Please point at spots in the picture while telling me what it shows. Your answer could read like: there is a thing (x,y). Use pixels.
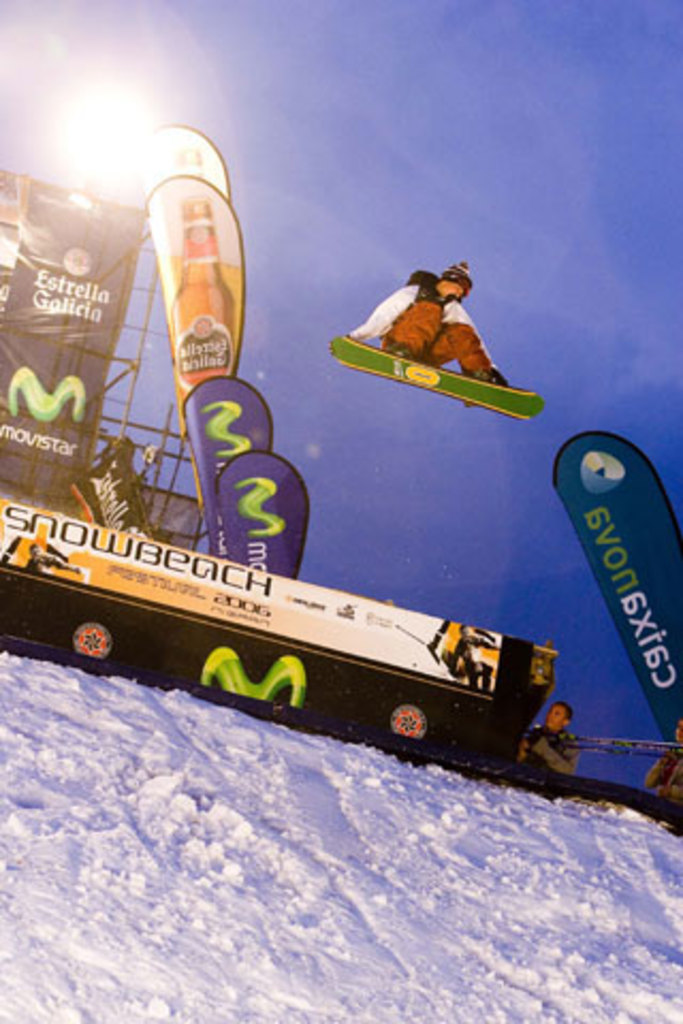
In this image, we can see banner flags (567,488). There is a board (35,577) and banner (97,414) on the left side of the image (44,636). There is a person (427,324) in the middle of the image (355,346) jumping with a ski board (458,386). There are two person (673,765) on the right side of the image (629,720) wearing clothes (671,773). There is a sky (647,720) at the top of the image (317,73).
